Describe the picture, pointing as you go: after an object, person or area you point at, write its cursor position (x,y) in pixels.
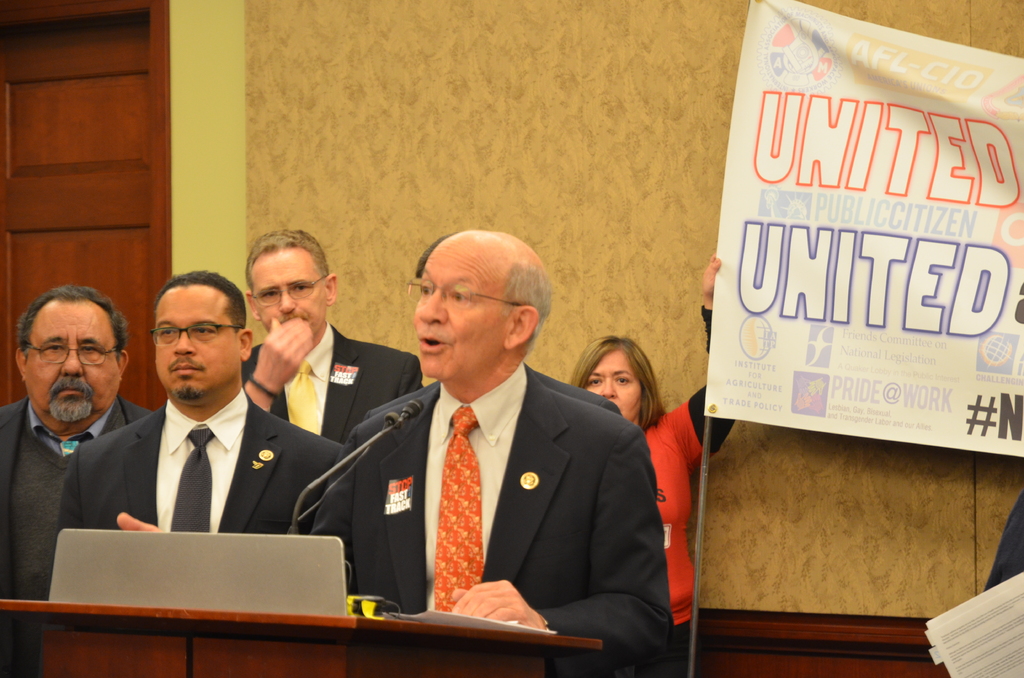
Here I can see five men (212,406) wearing suits (248,490) and standing in front of the podium (230,631). One man (469,422) is speaking on the microphone (377,439). At the back of these people (611,456) there is a woman (668,475) standing and holding a banner (820,309) which consists of some text (898,312). In the background (423,161) there is wallpaper (461,95) on the wall (227,143). On the left side (52,168) there is a door (84,184).
